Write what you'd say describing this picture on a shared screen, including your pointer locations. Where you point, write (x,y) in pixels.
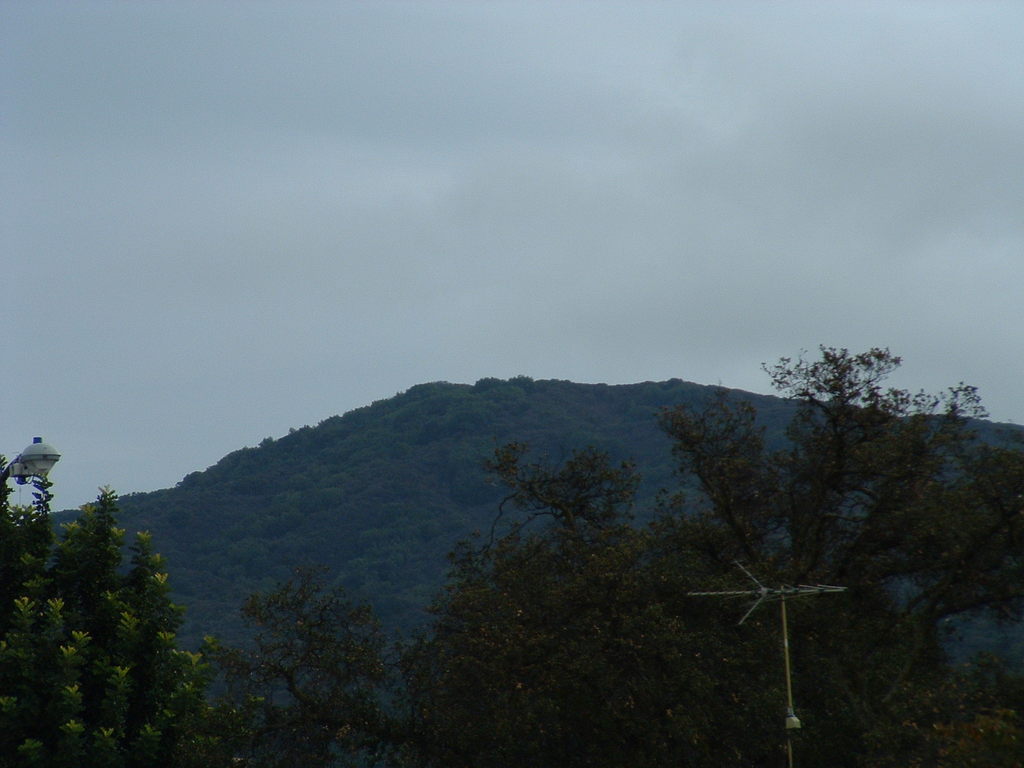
In this image I can see at the bottom (512,657) there are trees (425,639), in the middle (443,406) there is the hill (602,404). At the top (705,127) it is the cloudy sky (609,165).
